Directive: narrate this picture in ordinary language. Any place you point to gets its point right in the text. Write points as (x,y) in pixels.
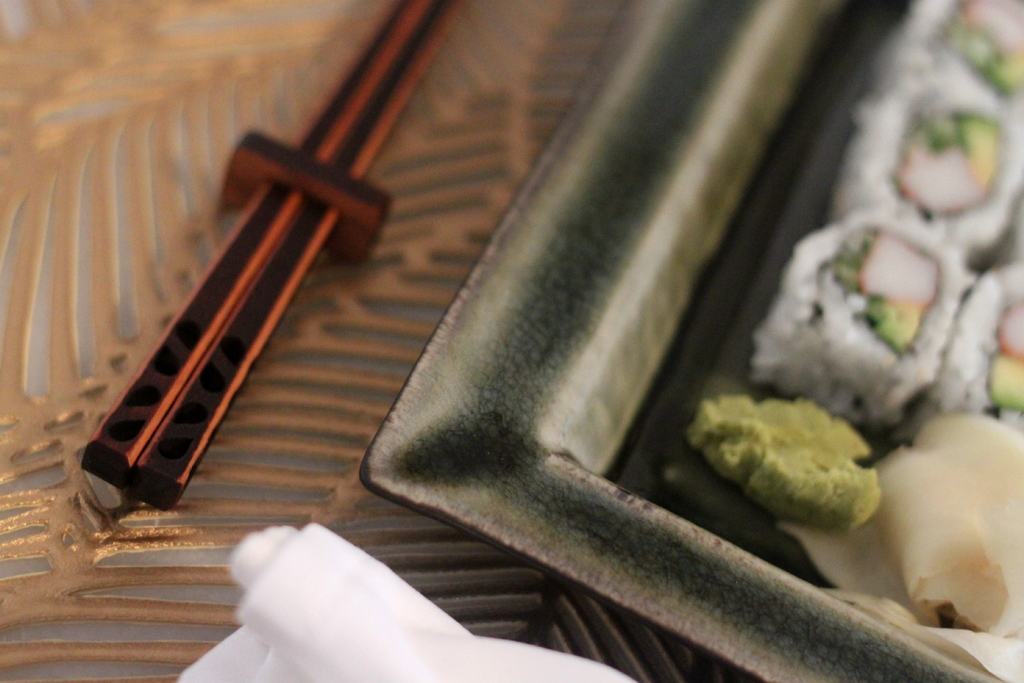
The picture consists of one plate (593,430) and some food (828,444) on it and beside that there are chopsticks (220,397).
